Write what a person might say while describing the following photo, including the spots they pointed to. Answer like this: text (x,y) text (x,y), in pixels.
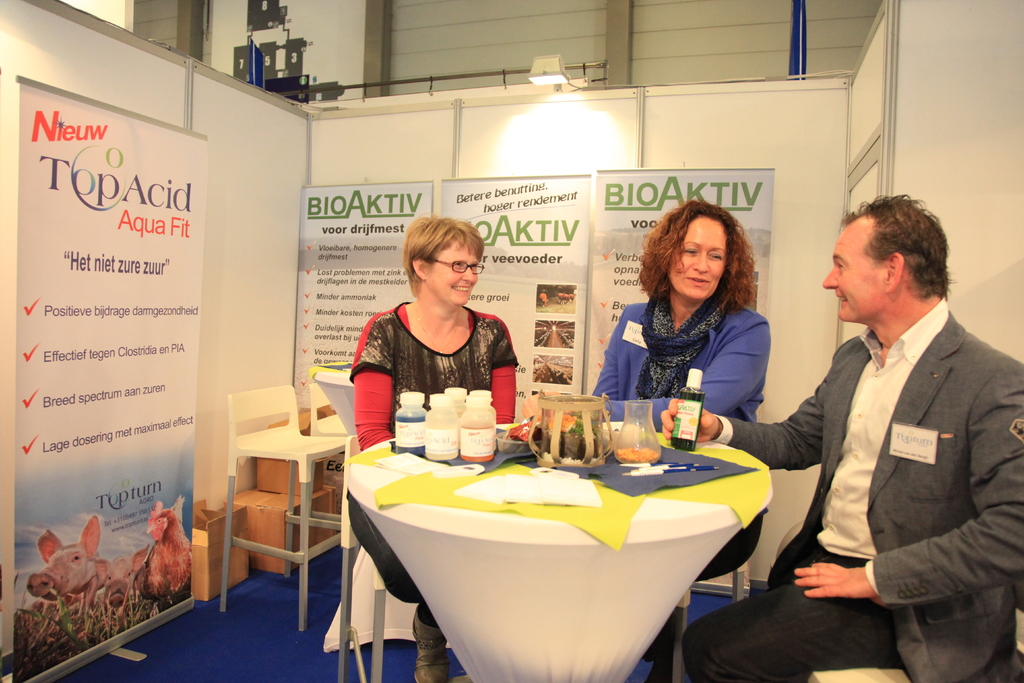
These three persons (661,321) are sitting on chairs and smiling. In-front of this three persons (827,436) there is a table (652,513). On this table (647,497) there are bottles (472,435), papers (530,476), pen (669,467), jar (642,417) and cloth (737,492). The man (847,450) wore suit (756,454) and holding a bottle (694,412). This woman (686,305) wore blue dress (731,335) and wore scarf (668,349). Beside this woman (668,333) another woman (462,357) wore red and black shirt (415,357) and wore spectacles (478,269). On this whiteboard (384,133) there are banners (409,214). Beside this banners (323,264) there are cardboard boxes (263,506) on floor (219,625). On top (550,68) there is a light (539,74).
